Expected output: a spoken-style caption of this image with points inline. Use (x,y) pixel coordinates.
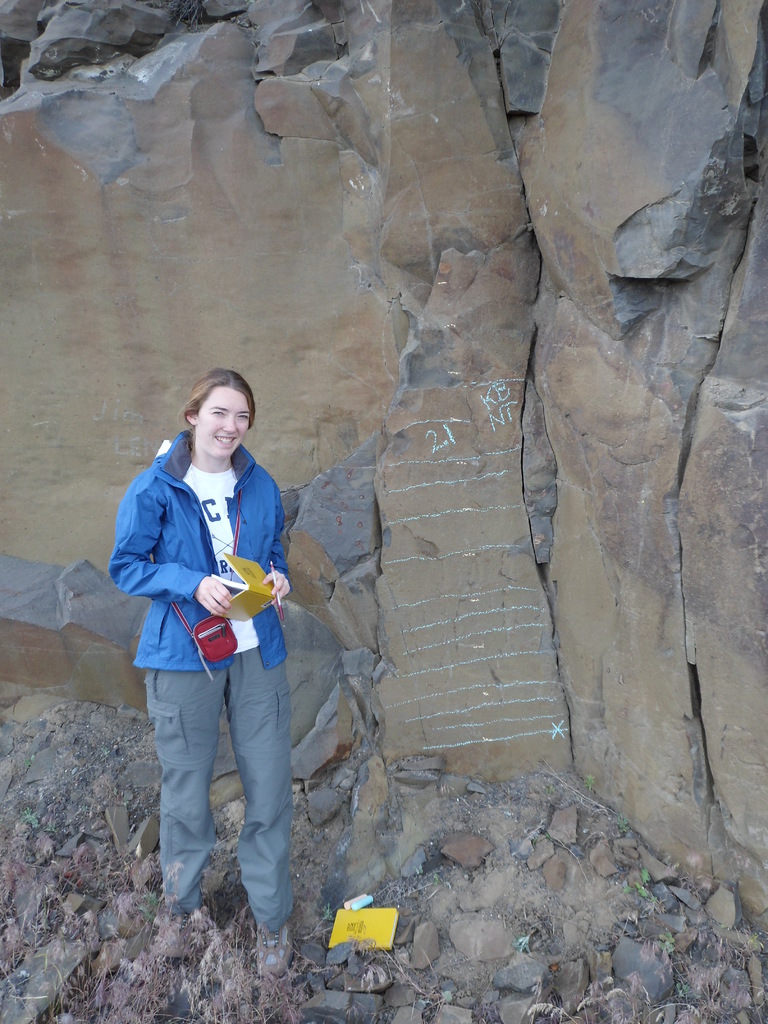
In the foreground (393,899) there are stones (474,920) and a woman (207,735). The woman (199,728) is holding a book (261,582). In the background (418,291) it is a rock (559,309).
